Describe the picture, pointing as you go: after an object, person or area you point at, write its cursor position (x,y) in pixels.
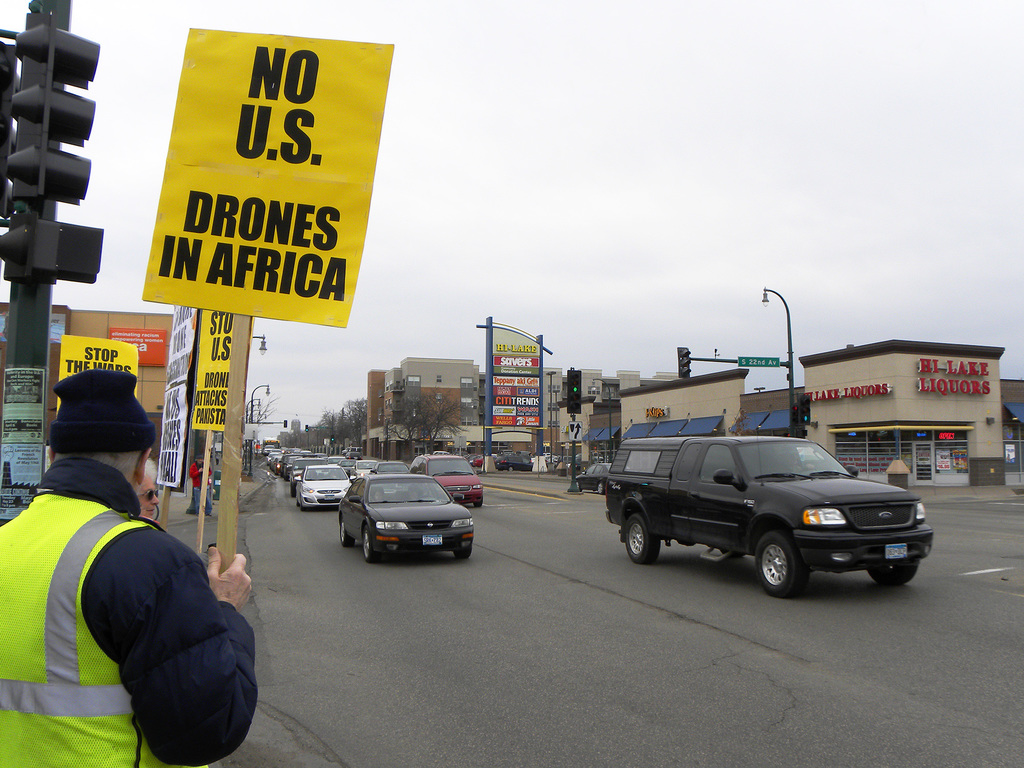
In this image we can see group of vehicles (462,489) on the road (520,563). In the left side of the image (123,641) we can see some people (165,671) holding boards (246,289) with some text (171,456) and some traffic lights (63,58). In the right side of the image (978,454) we can see buildings (779,406) with sign board (519,414), group of trees (414,425). At the top of the image (551,9) we can see the sky (519,8).
